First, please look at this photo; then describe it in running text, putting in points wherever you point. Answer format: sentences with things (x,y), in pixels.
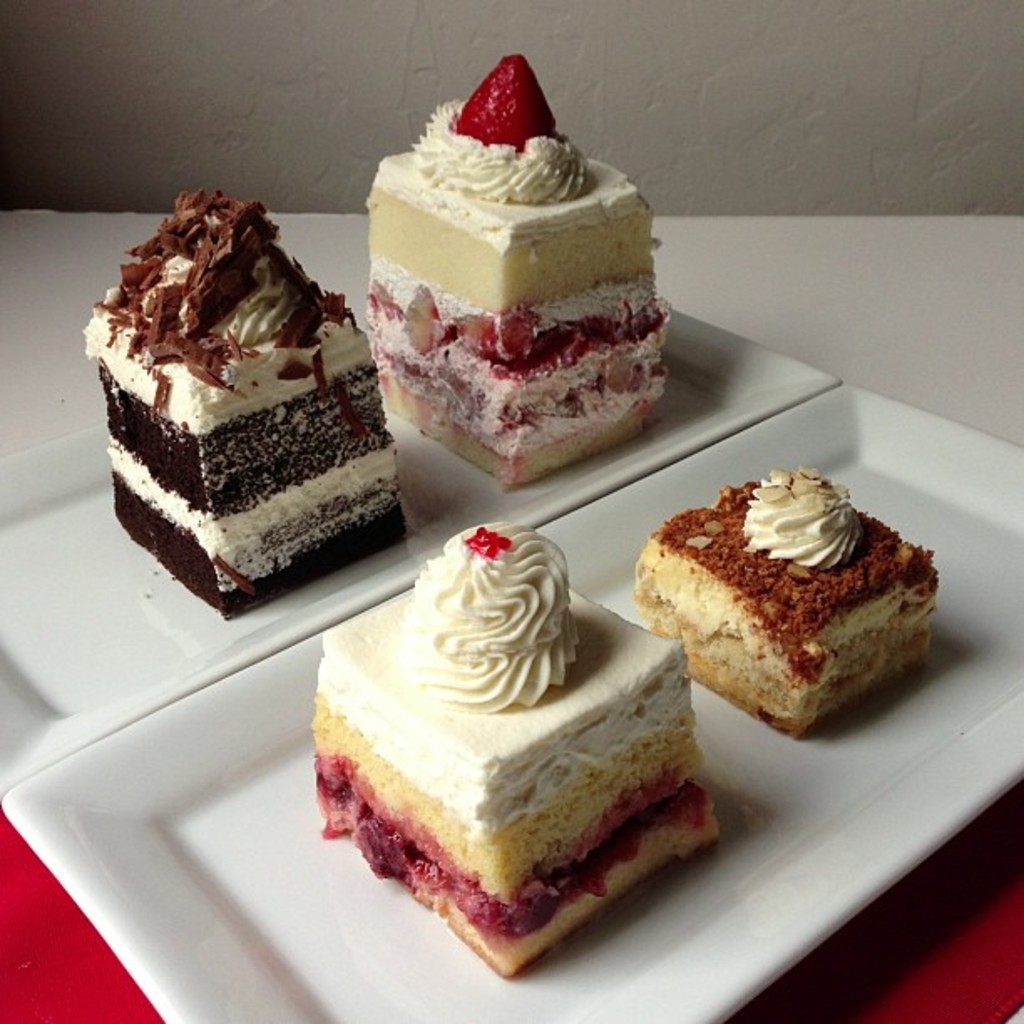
In this picture we can see four cake pieces (339,319) placed on white plates (48,614) and these plates (518,514) are placed on a red cloth (62,926) and in the background (822,171) we can see the wall (374,62).
